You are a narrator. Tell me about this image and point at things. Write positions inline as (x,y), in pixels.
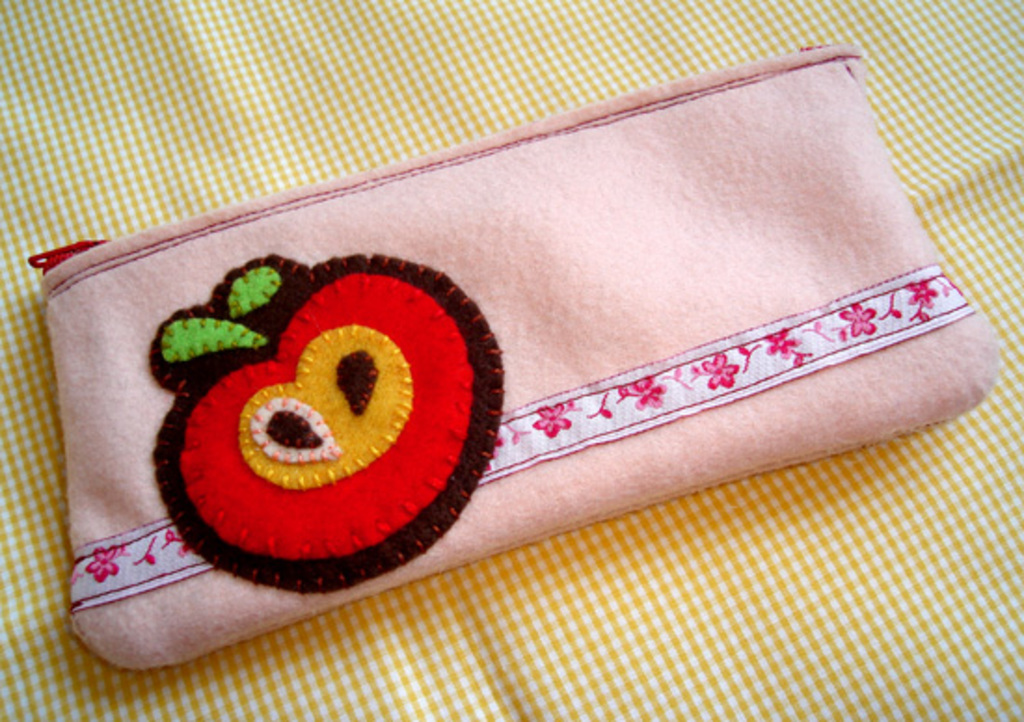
In this image I can see a pouch (475,363) on the bed (298,642). This image is taken may be in a room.
